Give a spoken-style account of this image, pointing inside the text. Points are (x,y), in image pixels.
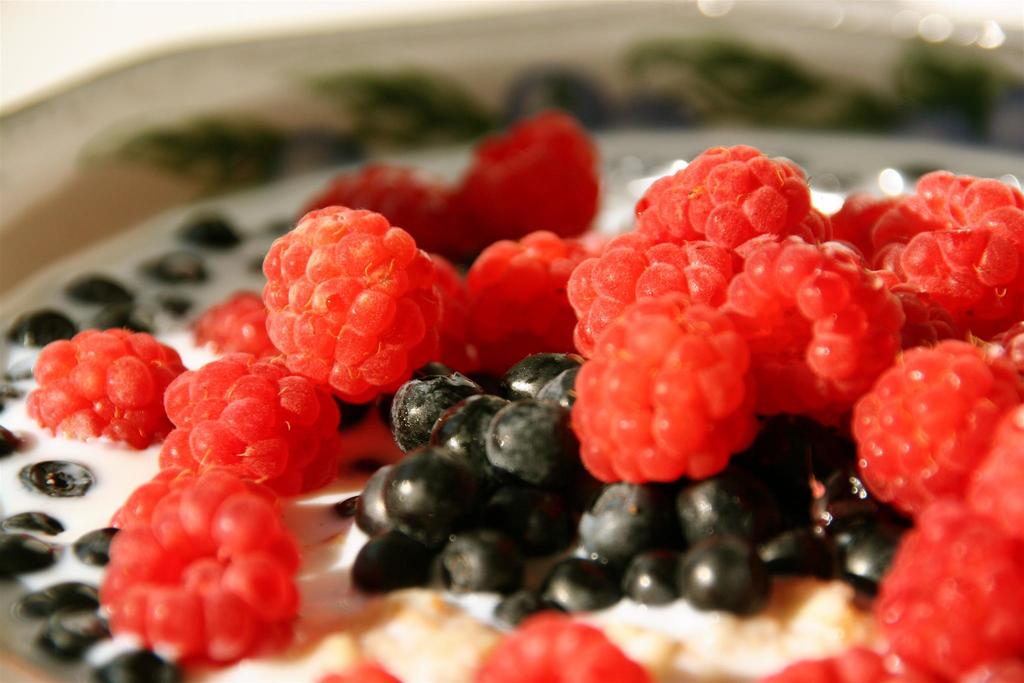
In this image I see the red and black color fruits (590,336) in this white color liquid (70,507). I see that it is blurred in the background (293,134).
